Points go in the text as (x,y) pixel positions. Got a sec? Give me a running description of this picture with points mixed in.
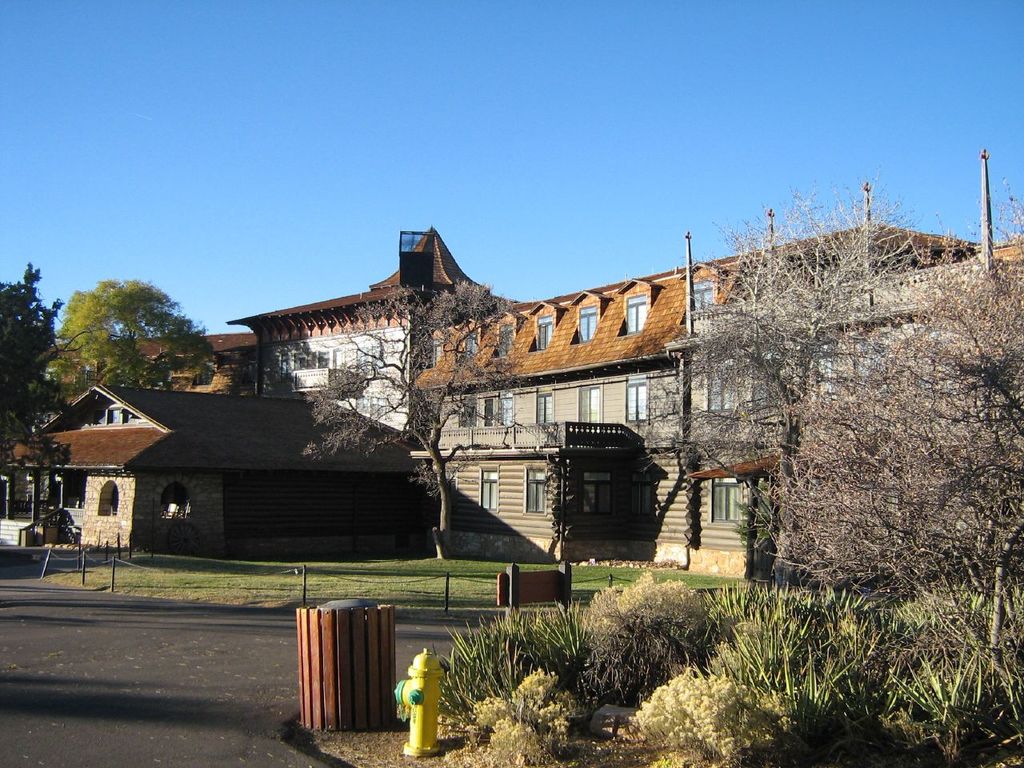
This looks like a building (418,446) with the windows (173,485). I can see a fire hydrant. These are the trees (46,313) and bushes (691,670). This looks like a board (524,589), which is attached to the poles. I think this is a dustbin (360,662). Here is the grass (401,578). This is the sky (661,169).
